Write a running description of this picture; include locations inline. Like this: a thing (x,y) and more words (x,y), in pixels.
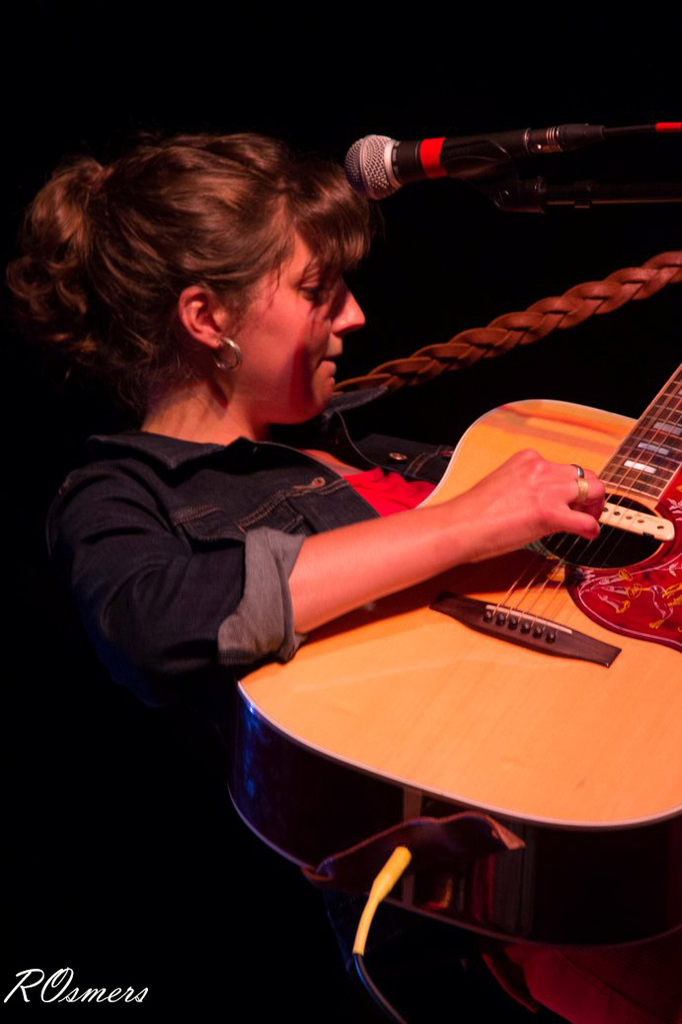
In this picture a woman (537,971) is playing guitar (584,575). On the top right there is a microphone (370,183). Background (102,906) is dark. Woman (164,589) is wearing a denim shirt (219,523). In the foreground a cable (375,896) can be seen.
